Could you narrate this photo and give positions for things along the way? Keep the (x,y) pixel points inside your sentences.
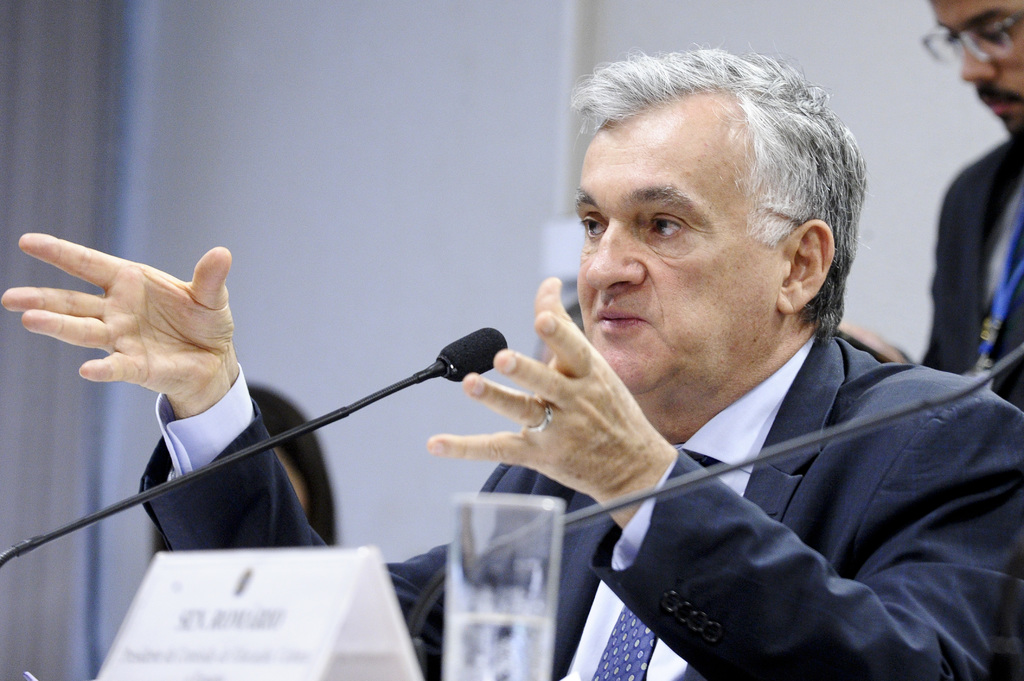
In front of the image there is a person (220,352) sitting in a chair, in front of him there are mic's (406,379), name board (198,627) and a glass (476,614) of water (468,647), beside him there are a few other people (264,452), behind him there is a person (1013,116) standing, in the background of the image (112,194) there is a wall (403,146) with a curtain (57,200).
